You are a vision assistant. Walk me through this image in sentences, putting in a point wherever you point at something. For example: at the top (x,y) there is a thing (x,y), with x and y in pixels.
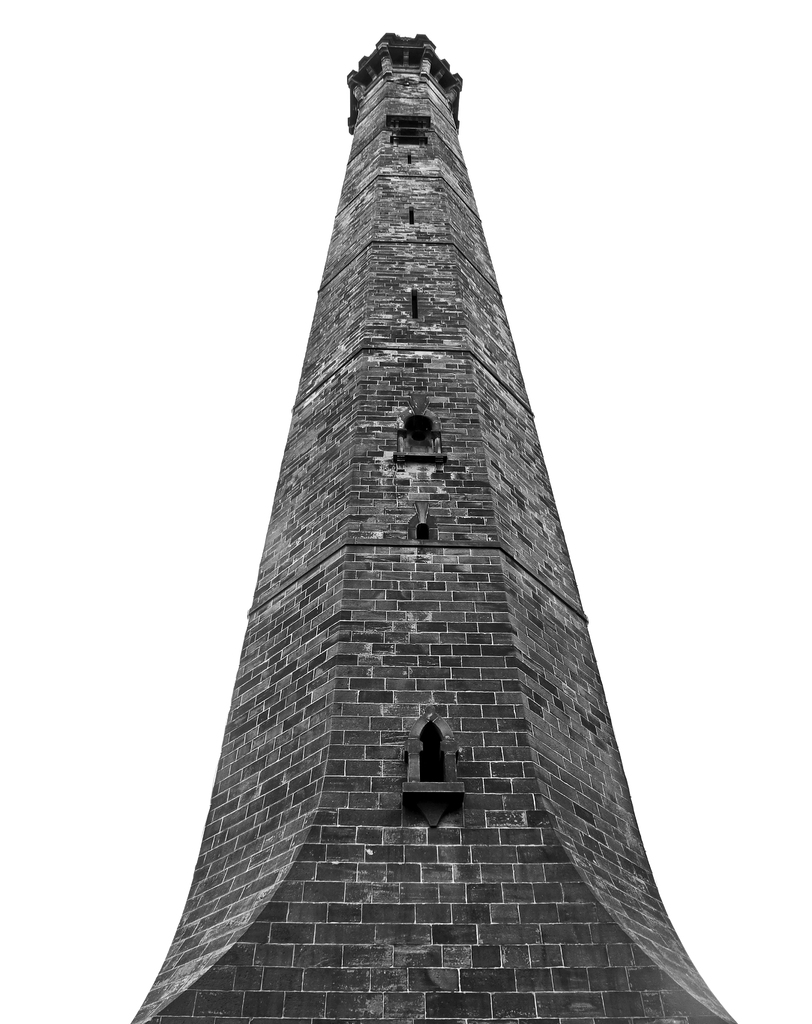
In this image there is a tower (364,535). the sky (41,753) is clear.
